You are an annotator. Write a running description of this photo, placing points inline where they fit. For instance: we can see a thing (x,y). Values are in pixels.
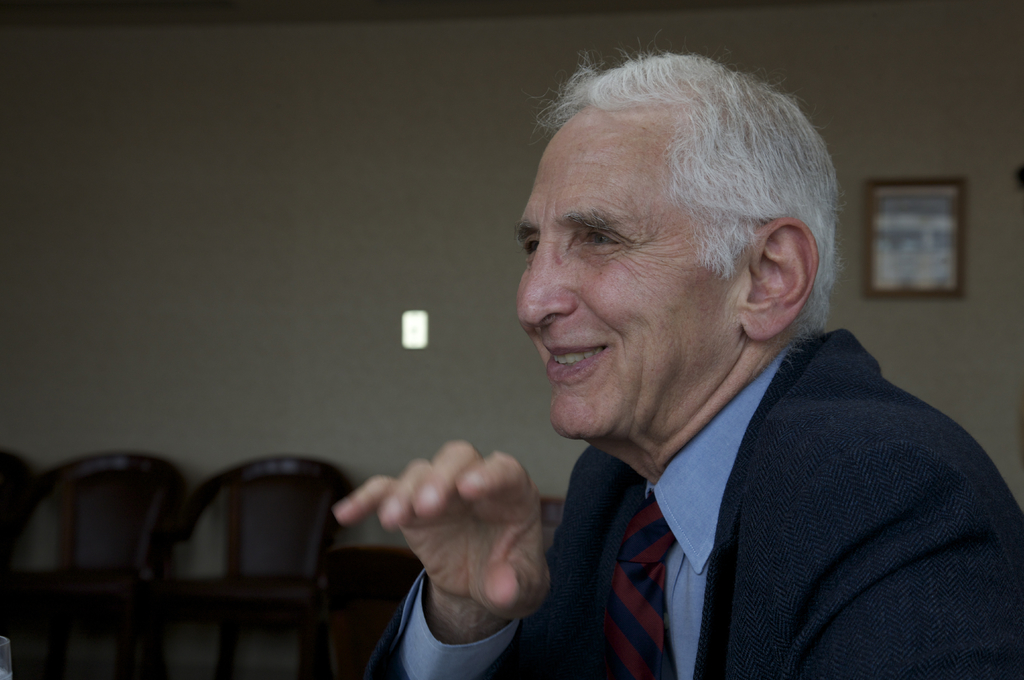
Here there is a man (647,517) smiling, behind him there is a wall (350,435), chairs (178,626) and a frame (910,264) on the wall (914,309).
